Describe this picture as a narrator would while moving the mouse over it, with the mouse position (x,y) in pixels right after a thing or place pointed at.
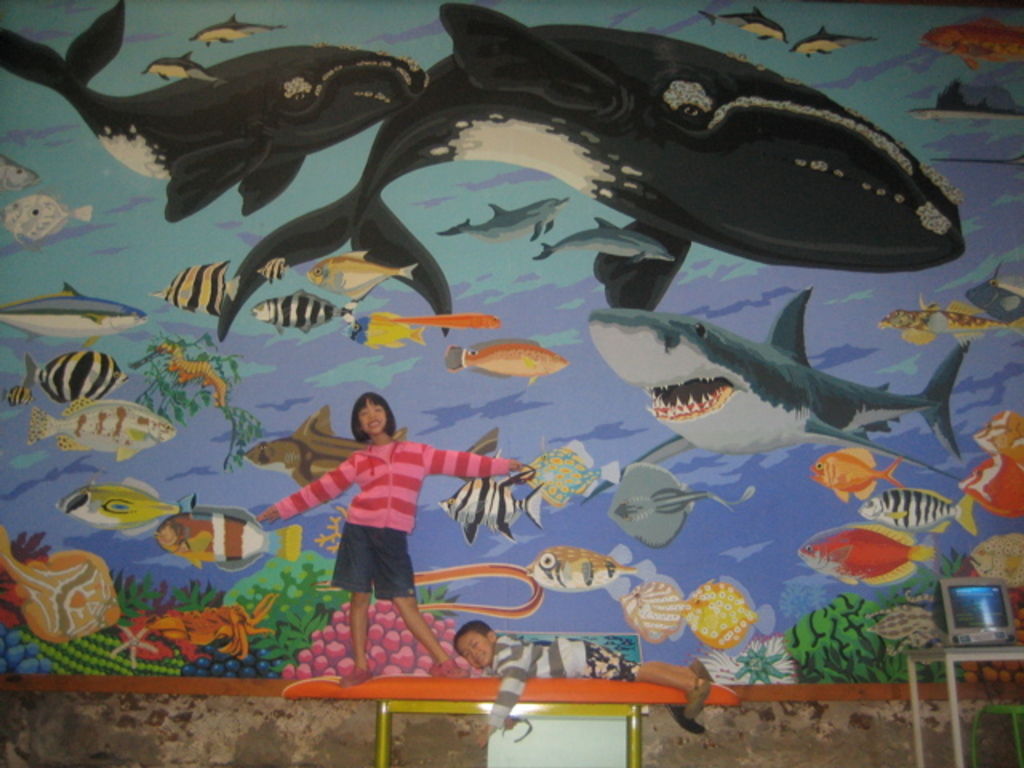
In the image we can see two children (476,663) wearing clothes (365,573). One is standing and the other one is lying. Here we can see screen (979,609), the table (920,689) and the poster (700,227). On the poster (360,323) we can see the drawing (688,394).
